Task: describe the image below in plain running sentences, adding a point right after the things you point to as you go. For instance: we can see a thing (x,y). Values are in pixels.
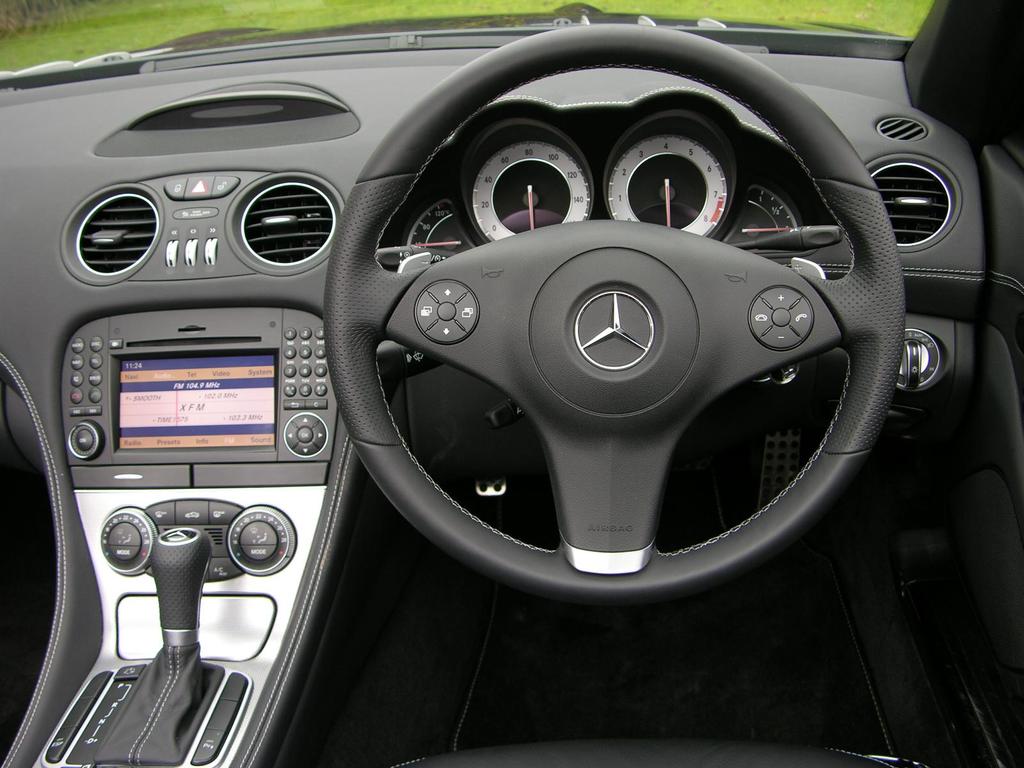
The picture is taken inside a car (607,306). This is a steering wheel (614,300). There are some meters (609,169). Some keys (289,332) are here. Through the glass (86,20) we can see outside grassland (66,26).
